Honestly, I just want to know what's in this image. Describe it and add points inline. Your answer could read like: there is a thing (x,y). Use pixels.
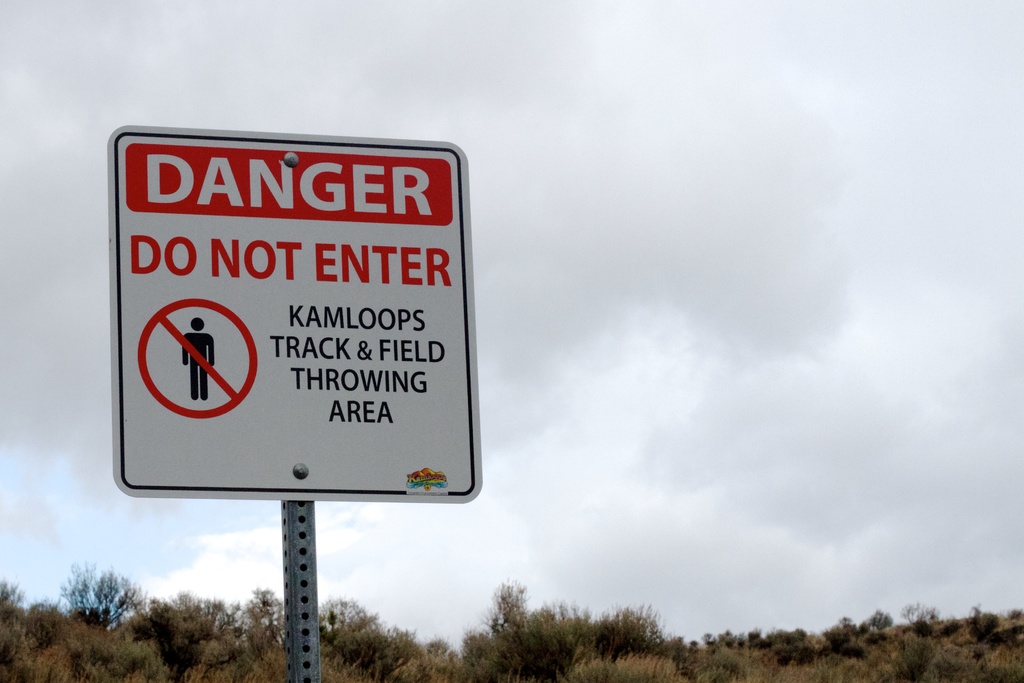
In the foreground (238,316) we can see a board (244,323), on the board (295,308) there is text (318,258). At the bottom (369,664) there are trees (444,655). In the background (120,82) we can see sky (710,131), sky (647,135) is cloudy.
